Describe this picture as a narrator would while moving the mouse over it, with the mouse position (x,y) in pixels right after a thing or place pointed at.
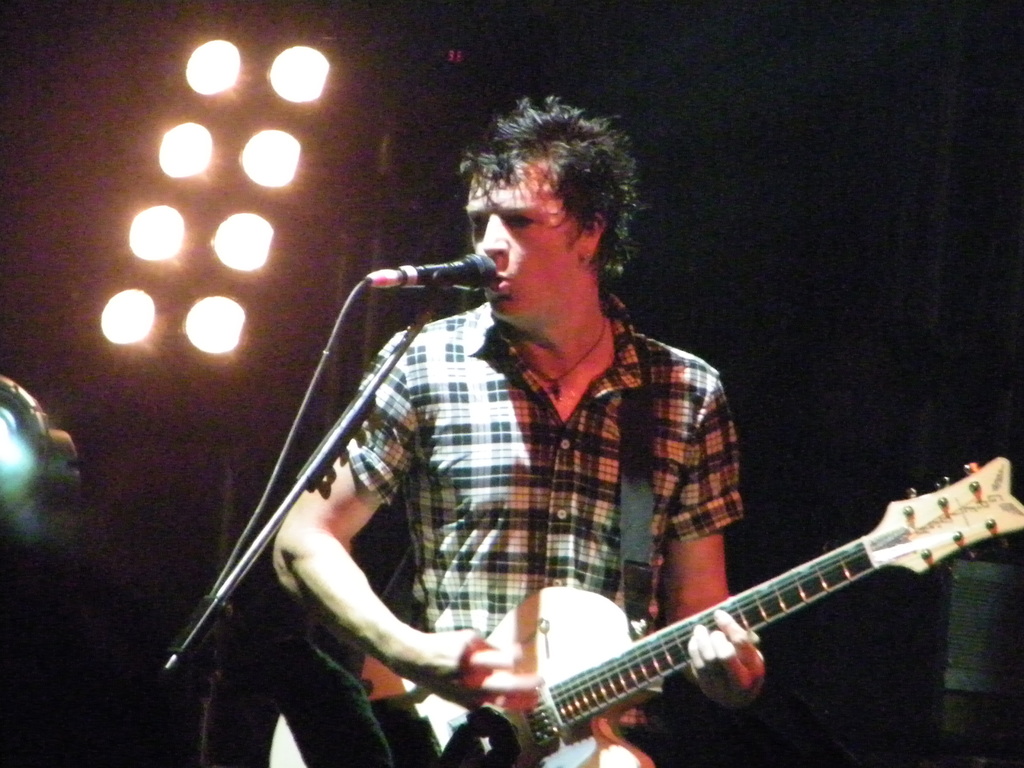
In this picture there is a person (574,386) standing and playing guitar (783,607) and he is singing. There is microphone (446,282) beside that person (492,494). At the back (304,55) there are lights (254,226).
